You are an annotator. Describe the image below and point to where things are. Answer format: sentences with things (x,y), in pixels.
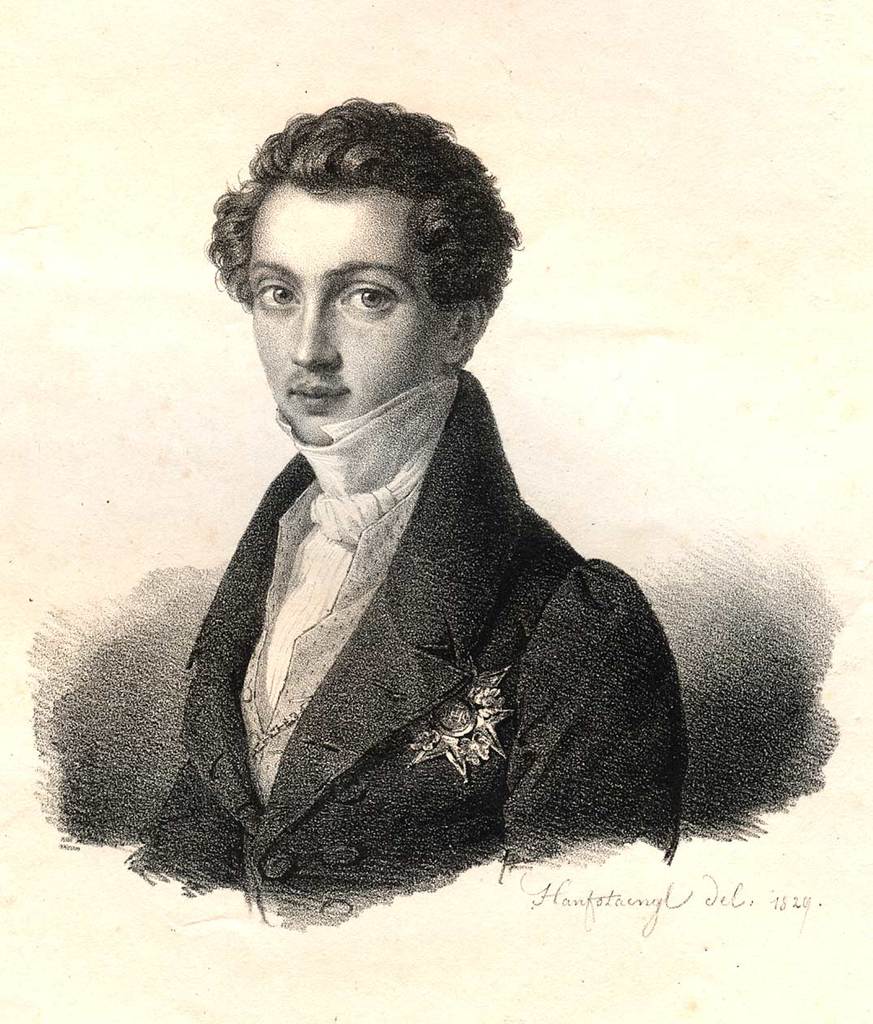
In this picture we can see a drawing (244,681) of a person (332,551), there is handwritten text (639,900) here.
